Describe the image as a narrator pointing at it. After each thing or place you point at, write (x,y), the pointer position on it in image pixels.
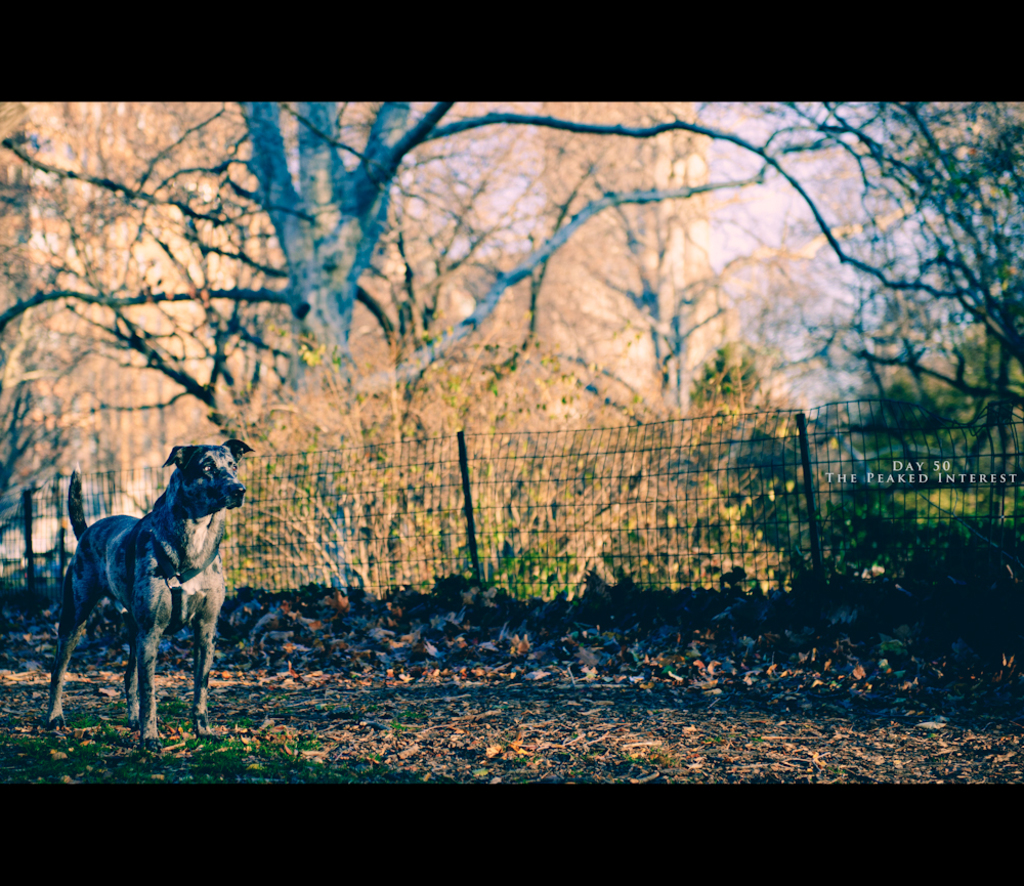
On the left side of the image (201,693) there is a dog (197,627) standing on the ground (181,715). On the ground (181,715) there are dry leaves (401,743). Behind them there is fencing (564,472). Behind the fencing (992,458) there are trees (910,450). On the right side of the image (907,479) there is a name (870,477).
